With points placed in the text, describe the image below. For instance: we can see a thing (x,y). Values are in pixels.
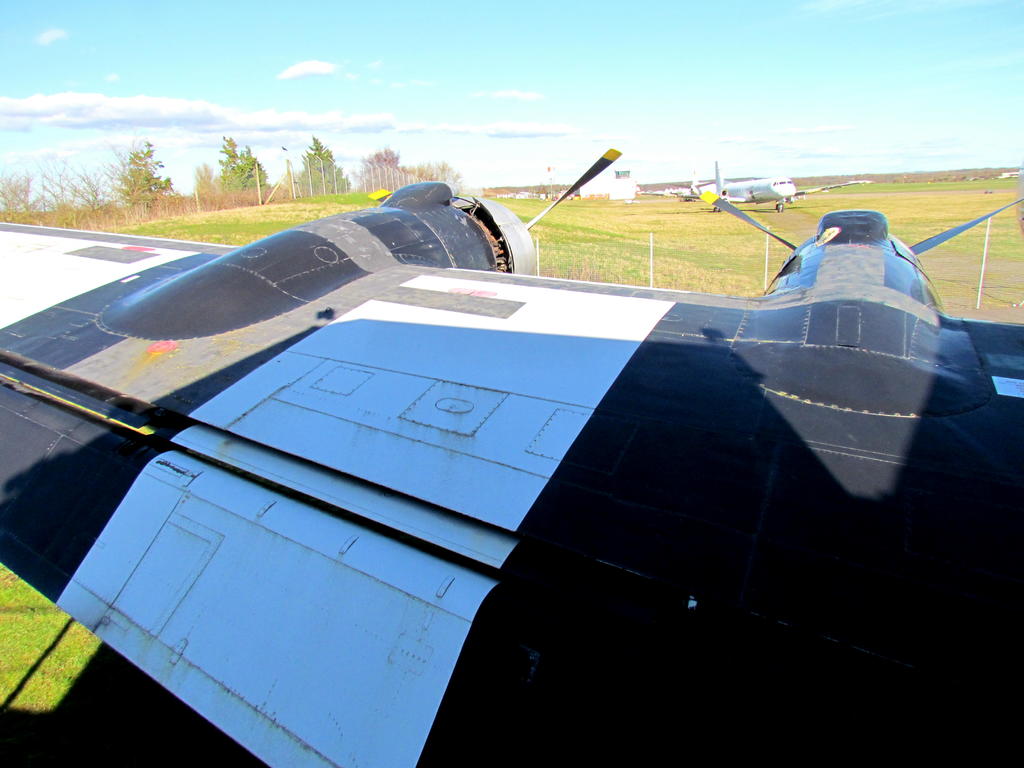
In the foreground of the picture (471,387) there is an aircraft (530,413). In the center of the picture (659,269) there is grass (768,220). In the background (314,175) there are airplanes (758,196), trees (846,180), fencing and other objects (600,193). Sky (352,99) is partially cloudy.
